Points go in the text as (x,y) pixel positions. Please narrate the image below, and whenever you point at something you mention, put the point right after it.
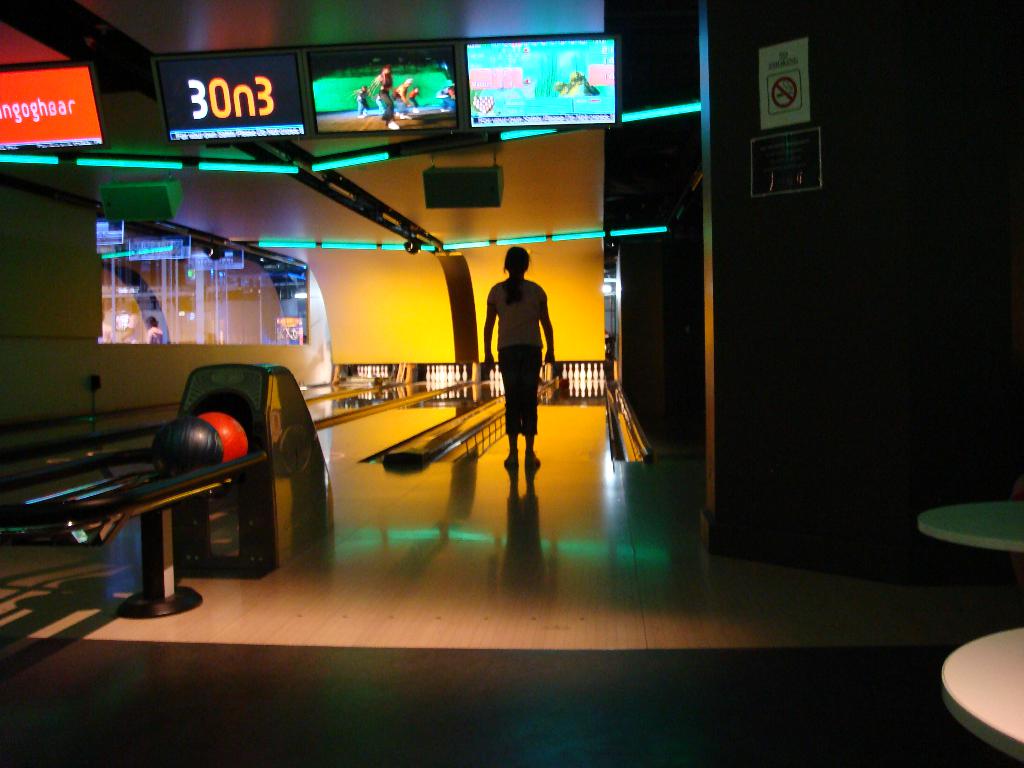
In this picture there is a person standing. On the left side of the image (185,428) there are balls (185,428) and there is a mirror (110,287), behind the mirror (110,287) there is a person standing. At the back (592,383) there are objects (575,386). At the top (312,98) there are screens (263,98) and there are lights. On the right side of the image (739,70) there is a paper (797,48) on the wall (817,91) and there are tables (1001,688).
